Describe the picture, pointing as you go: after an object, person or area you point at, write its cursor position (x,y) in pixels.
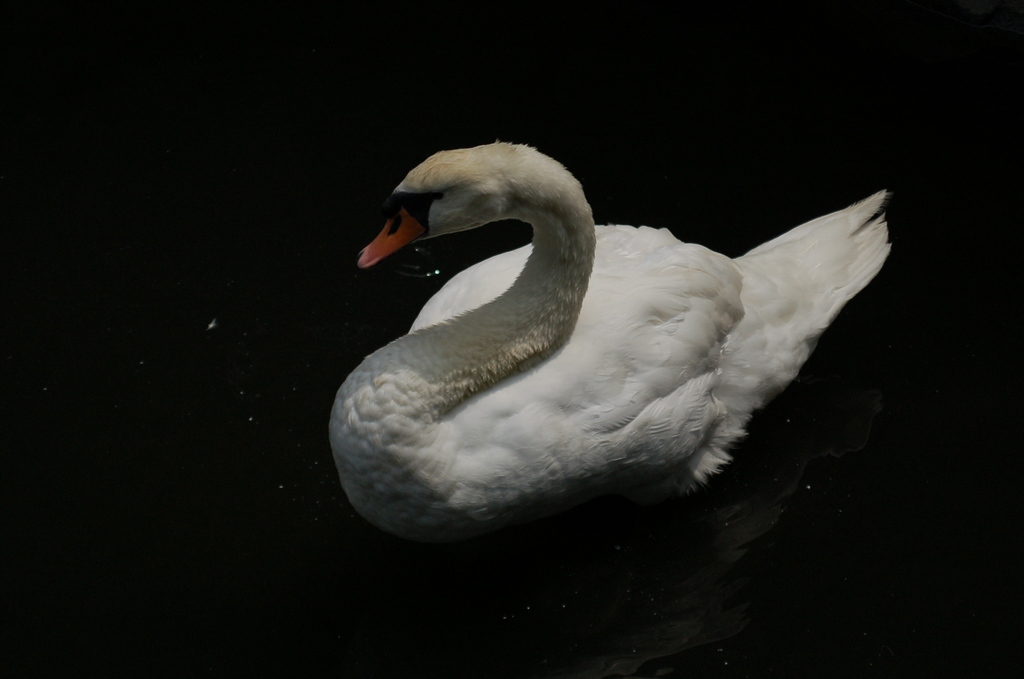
In the image we can see the swan (608,349), white in color and the background (407,8) is dark.
